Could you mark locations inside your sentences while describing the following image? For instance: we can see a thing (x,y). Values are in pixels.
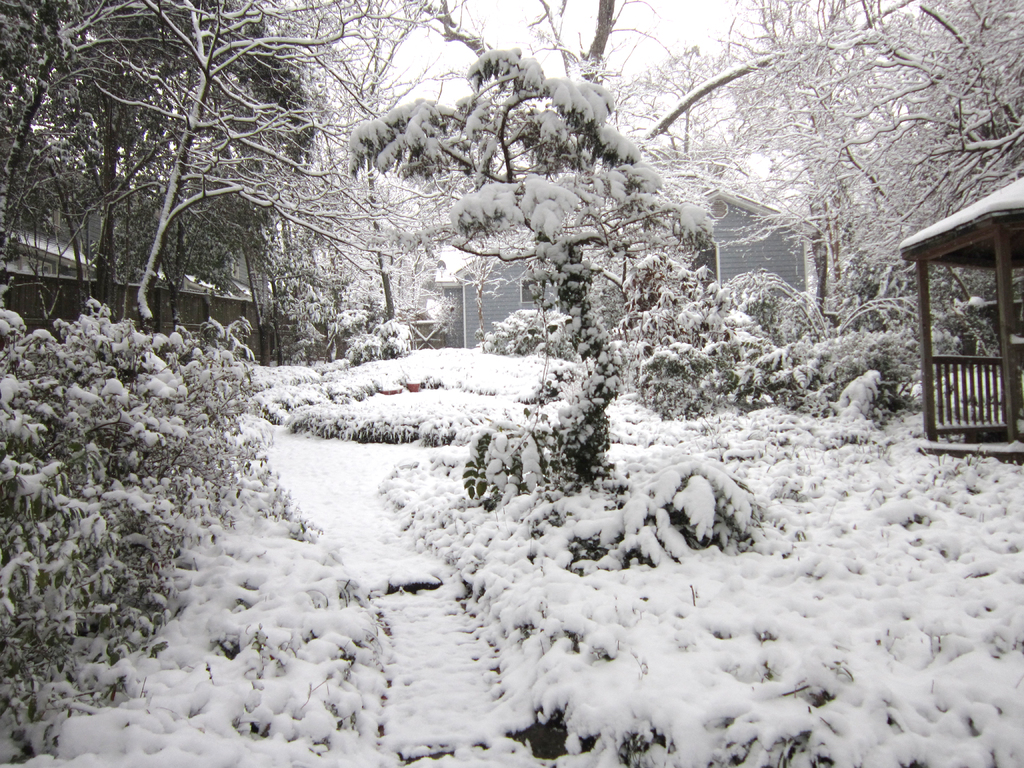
There are plants (331,736) and trees (291,2) covered with snow (836,488). Here we can see a house (716,207) and a gazebo (943,416). In the background (437,59) there is sky (682,130).
